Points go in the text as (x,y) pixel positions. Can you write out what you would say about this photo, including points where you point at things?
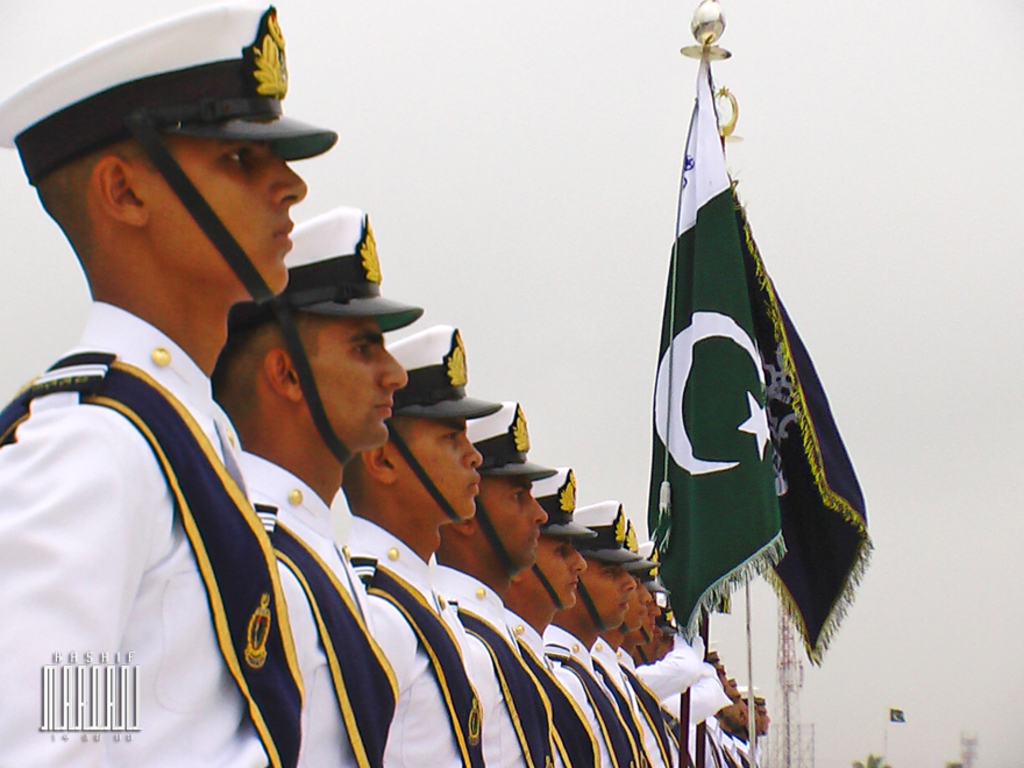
In this image I can see few people (478,619) are standing and wearing uniform (239,575). I can see flags (680,358) and tower (791,738). The sky (845,273) is in white color.
